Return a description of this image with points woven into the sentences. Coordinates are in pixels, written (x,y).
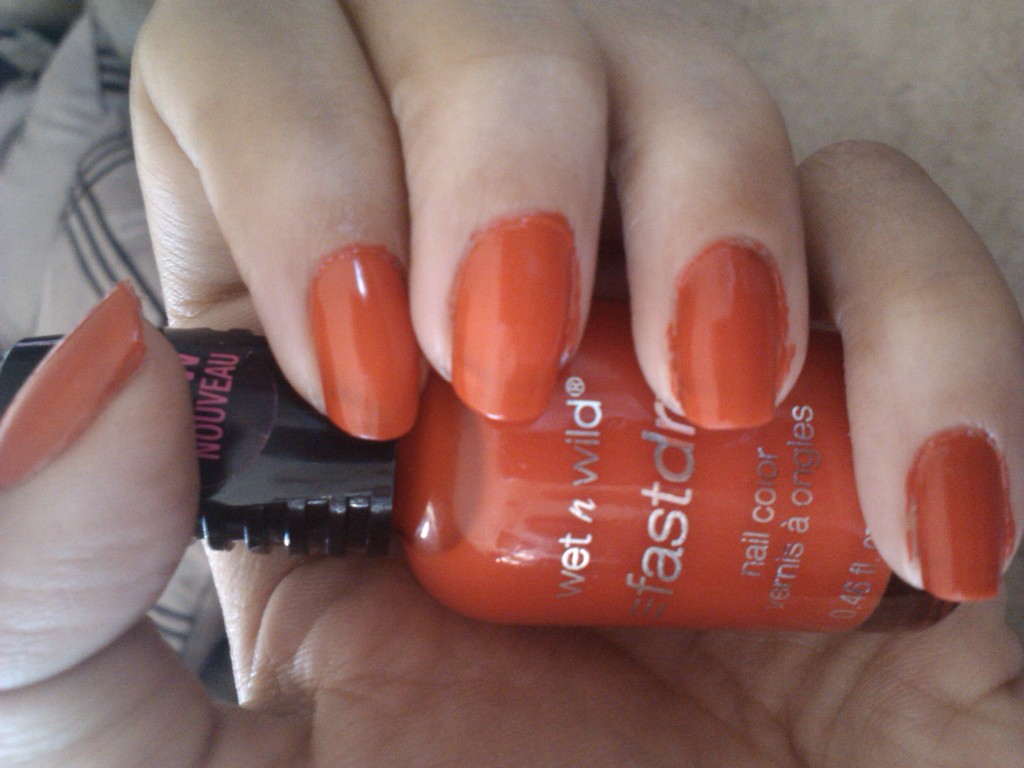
In this image I see a person's hand (288,36) and the person (671,326) is holding a nail polish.
